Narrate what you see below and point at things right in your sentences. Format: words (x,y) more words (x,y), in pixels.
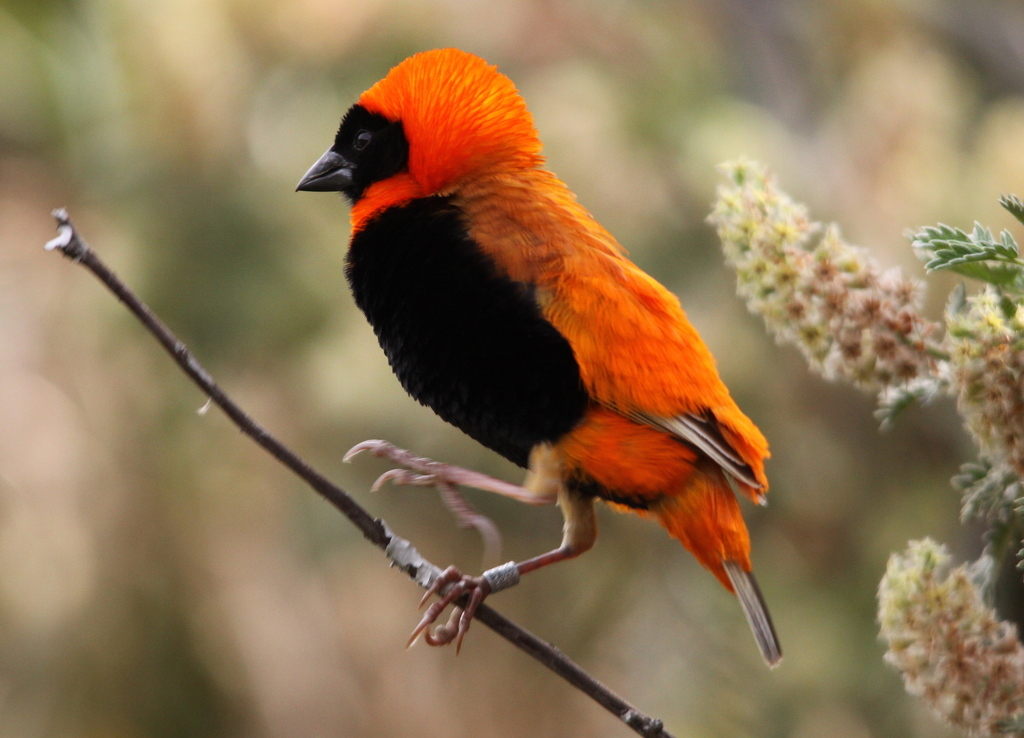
In the image we can see there is a bird (526,271) sitting on the wooden stick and there are flowers (980,378). Background of the image (209,433) is blurred.
